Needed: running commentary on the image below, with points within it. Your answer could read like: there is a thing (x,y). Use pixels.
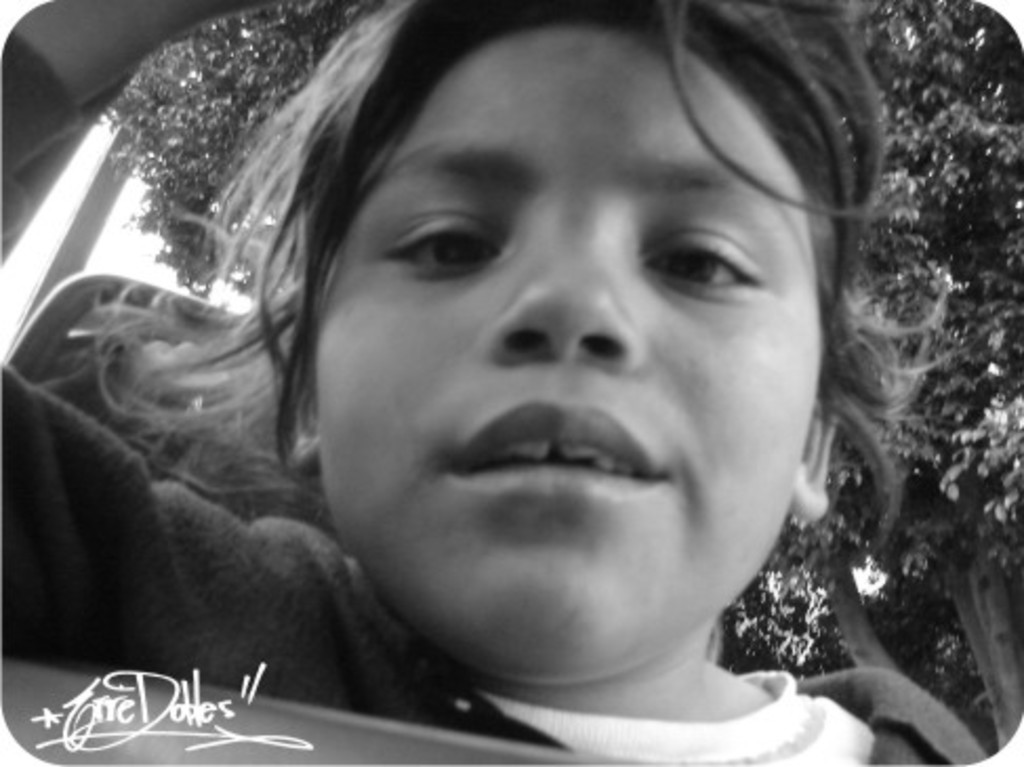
This is a black and white image. A child (401,294) is present and there is a tree (228,59) at the back (910,535).
